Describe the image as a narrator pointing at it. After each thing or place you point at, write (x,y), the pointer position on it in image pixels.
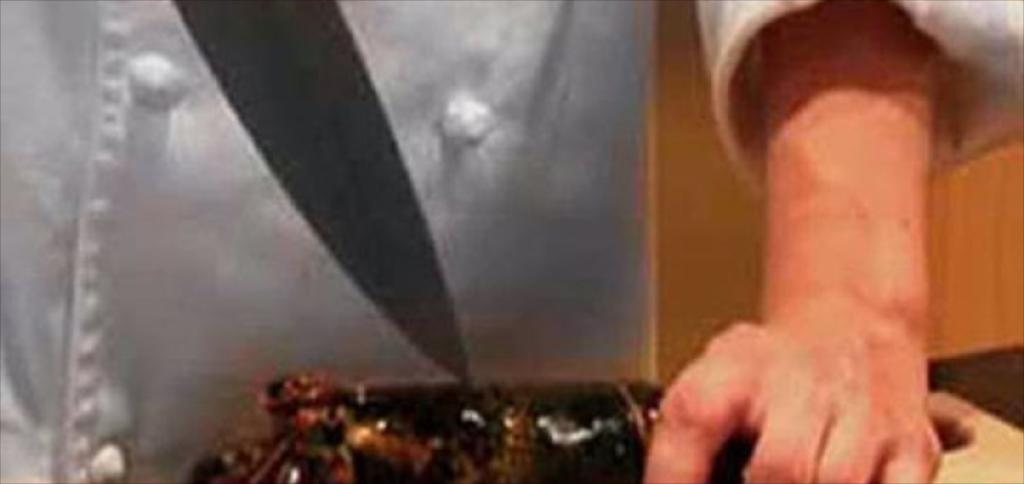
In this image we can see a person (607,320) holding a lobster (498,456) which is placed on the surface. We can also see a knife (348,250).
